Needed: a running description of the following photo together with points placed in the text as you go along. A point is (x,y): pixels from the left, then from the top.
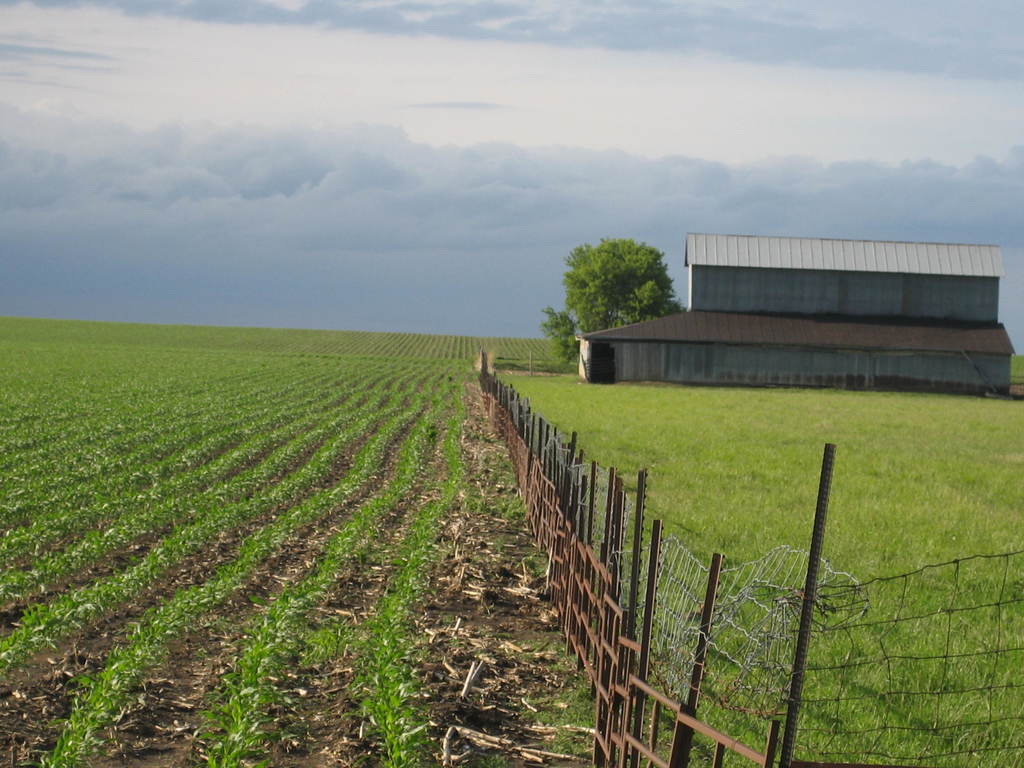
This picture shows grass (1020,480) on the ground (442,506) and we see a metal fence (626,497) and trees (650,277) and a house (625,372) and we see a cloudy Sky (332,235).
